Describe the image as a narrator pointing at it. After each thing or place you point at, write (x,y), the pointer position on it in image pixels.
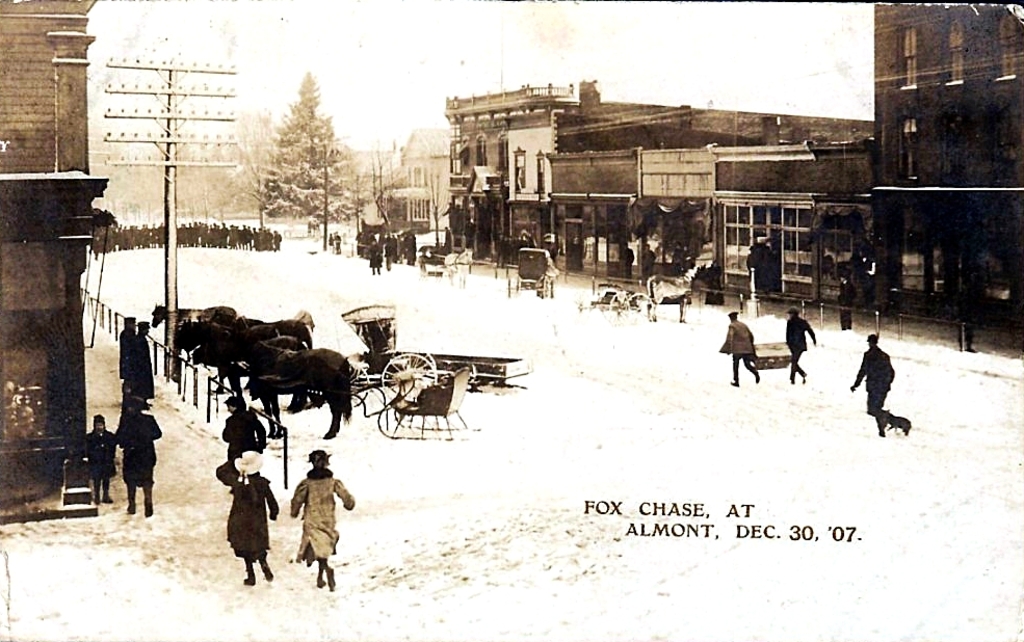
This image looks like an edited photo in which I can see a crowd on the road (487,298), horse carts (356,377), fence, light poles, buildings (896,252), trees (292,179), text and the sky (786,71).
